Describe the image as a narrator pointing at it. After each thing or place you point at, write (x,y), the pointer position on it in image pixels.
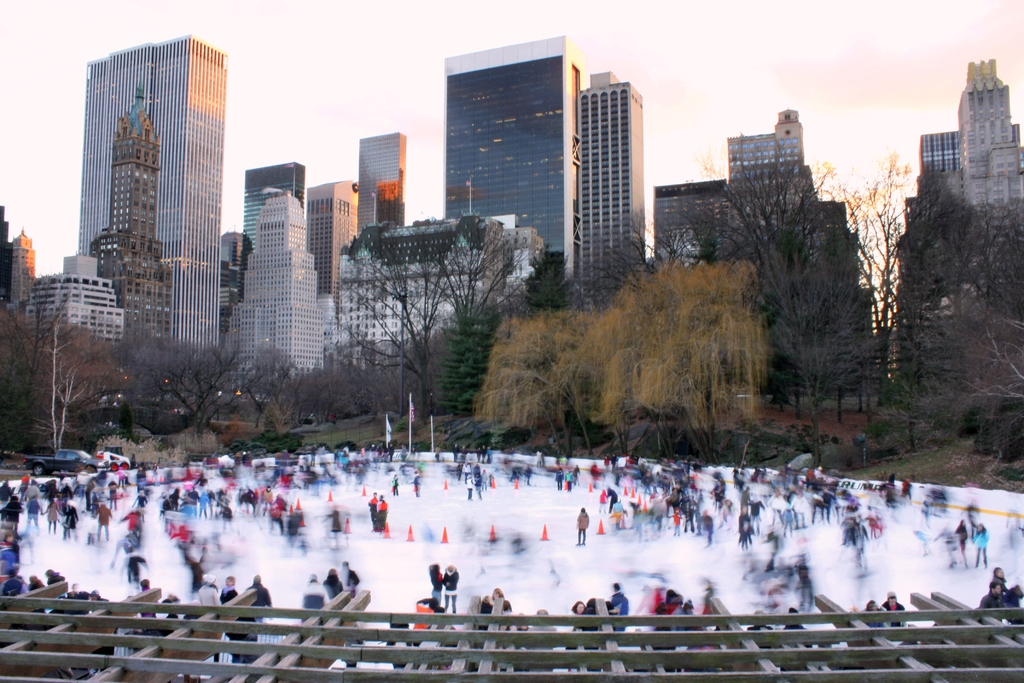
In the foreground of the image (127,542) we can see group of people (189,561) are standing on the ice (566,610), but the image is in a blur. In the middle of the image (629,240) we can see trees (545,395) and buildings (225,323). On the top of the image (634,70) we can see the sky (295,68) and buildings (498,78).
